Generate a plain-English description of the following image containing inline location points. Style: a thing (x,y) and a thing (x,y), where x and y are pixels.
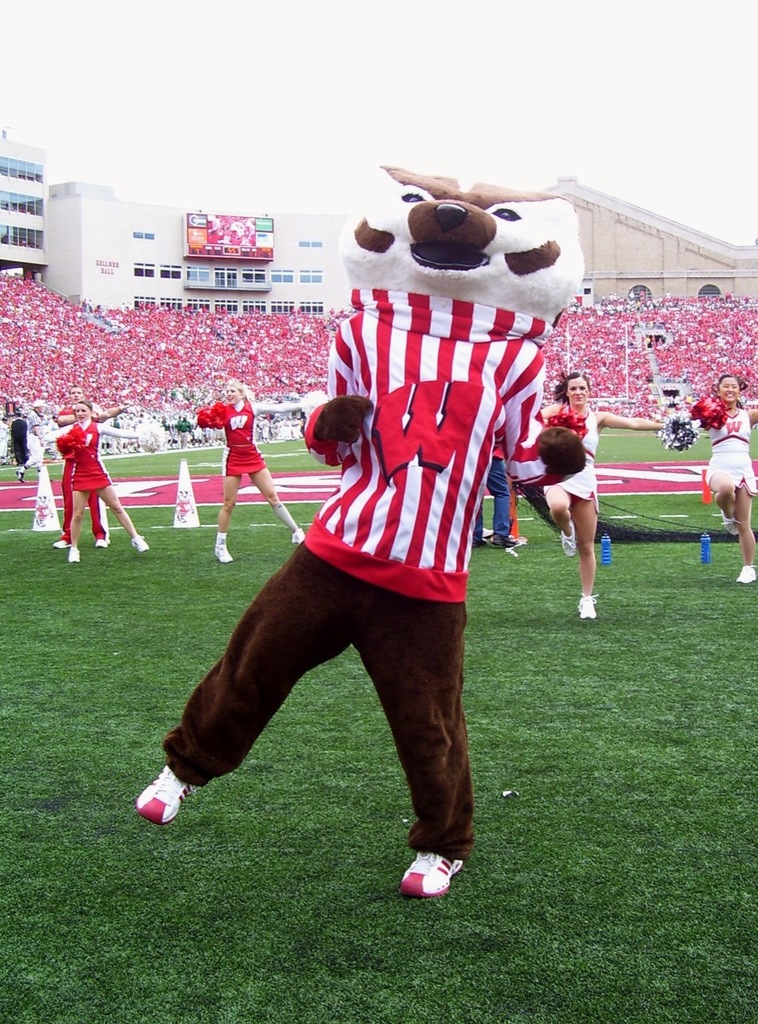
In this image we can see a person (430,583) wearing costume (428,501) and standing on the ground (337,657). In the background (103,472) there are women (237,450) dancing and holding pom poms (158,428) in their hands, traffic cones (178,510), disposal bottles (608,542), spectators (137,367), buildings (327,258), shed (703,277), display screen (251,247) and sky (302,118).
